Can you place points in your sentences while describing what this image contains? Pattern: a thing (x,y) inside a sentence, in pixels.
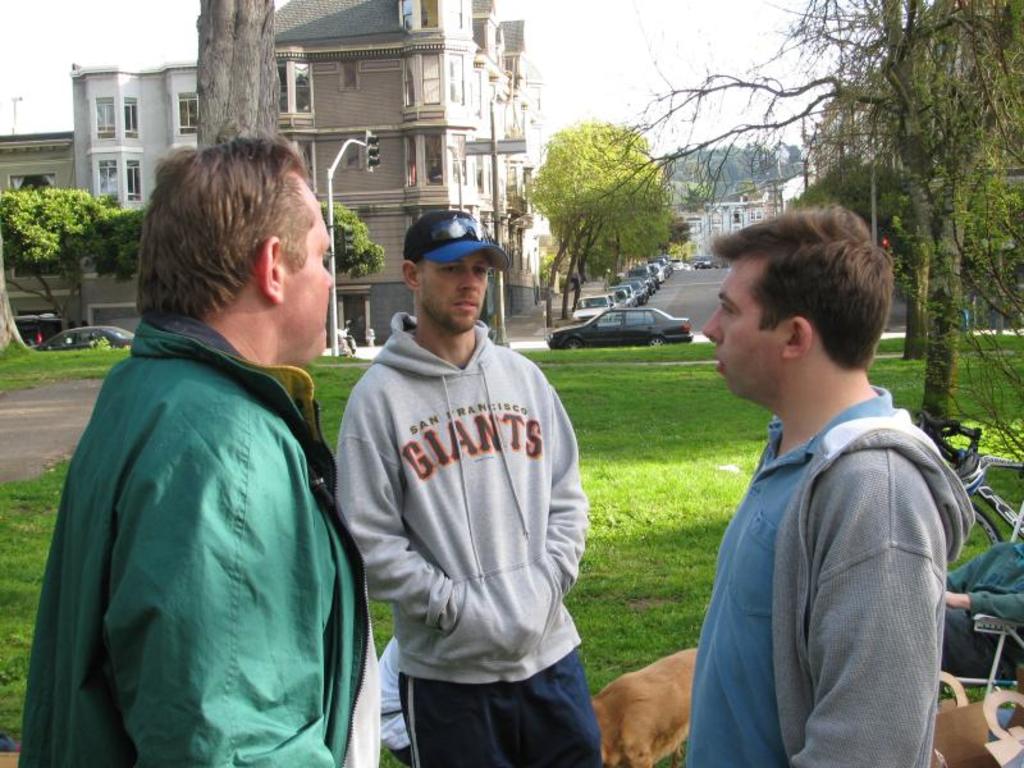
In this picture we can see people (199,564), here we can see a dog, bicycle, chair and an object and we can see grass (643,507) on the ground (658,494), here we can see vehicles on the road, beside this road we can see buildings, trees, traffic signal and some objects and we can see sky (852,35) in the background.
